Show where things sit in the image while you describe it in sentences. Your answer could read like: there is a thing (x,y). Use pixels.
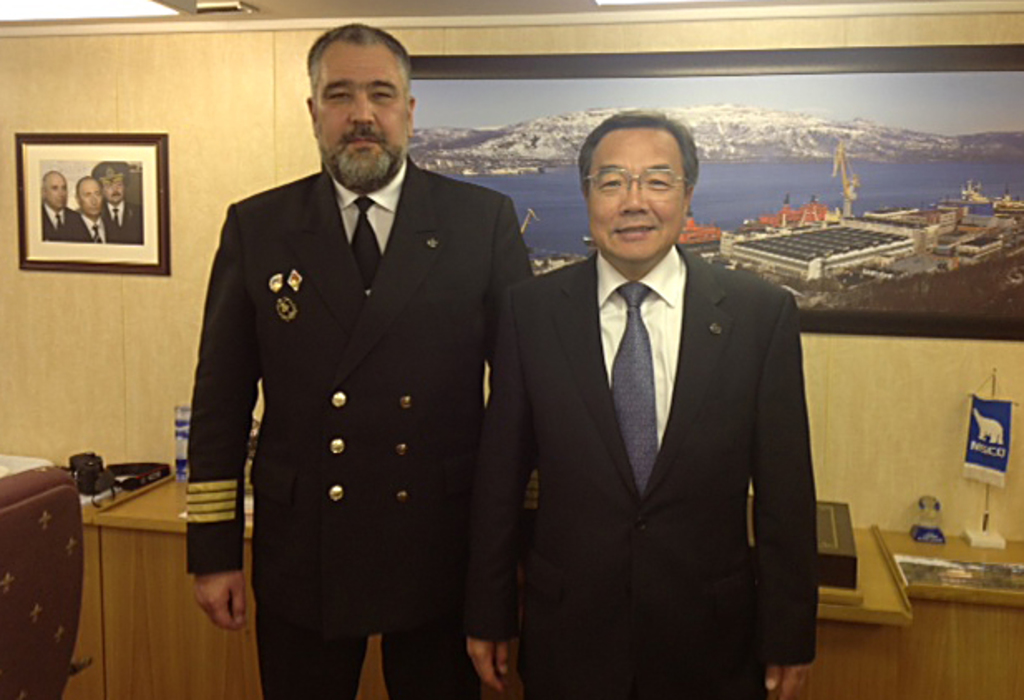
In the image we can see two men (516,384) standing, wearing clothes (667,366) and the right side man (667,366) is wearing spectacles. Here we can see the wooden table (894,659) and on the table (166,520), we can see many other things (160,466). Here we can see frames (734,99) stick to the wall (229,163) and the light (105,12).
